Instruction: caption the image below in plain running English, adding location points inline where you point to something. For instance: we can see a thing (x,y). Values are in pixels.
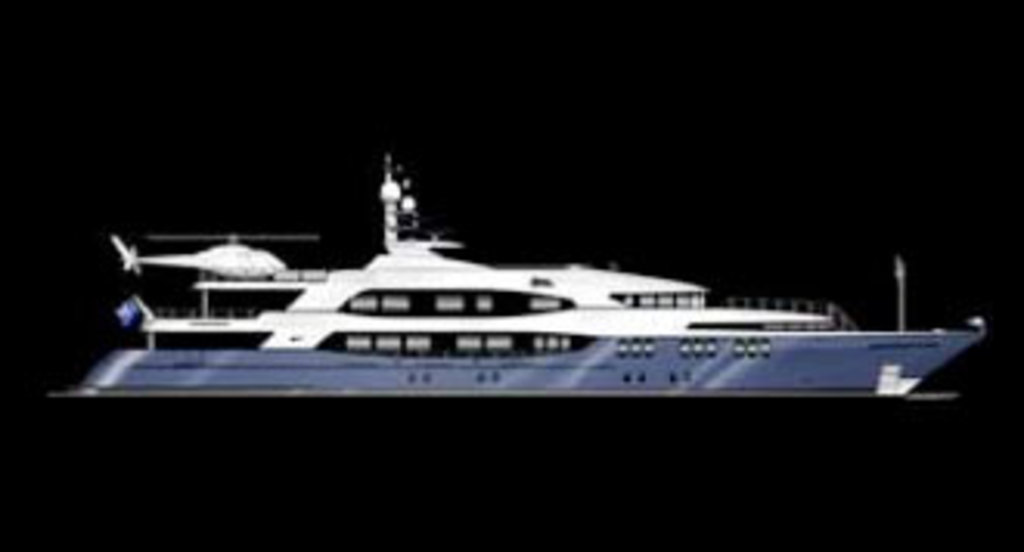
In this image, we can see a ship (438,365) and helicopter (275,256). Background (1022,212) there is a black color.
